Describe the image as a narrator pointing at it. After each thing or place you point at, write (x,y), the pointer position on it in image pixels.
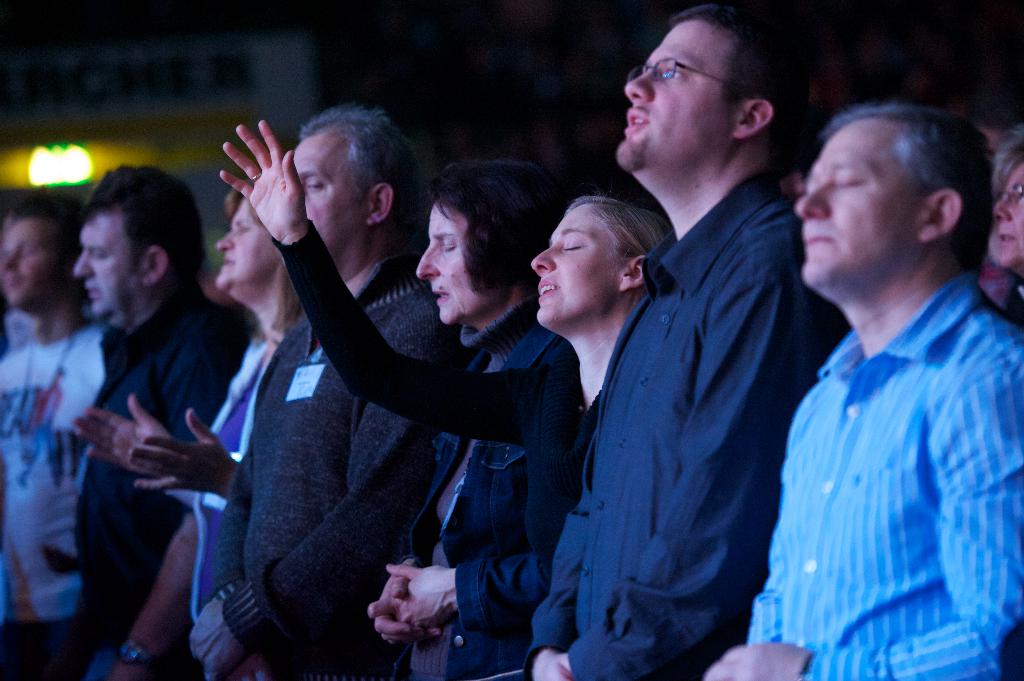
Here we can see group of people (723,484). There is a light (68,165) and we can see dark background (460,87).
